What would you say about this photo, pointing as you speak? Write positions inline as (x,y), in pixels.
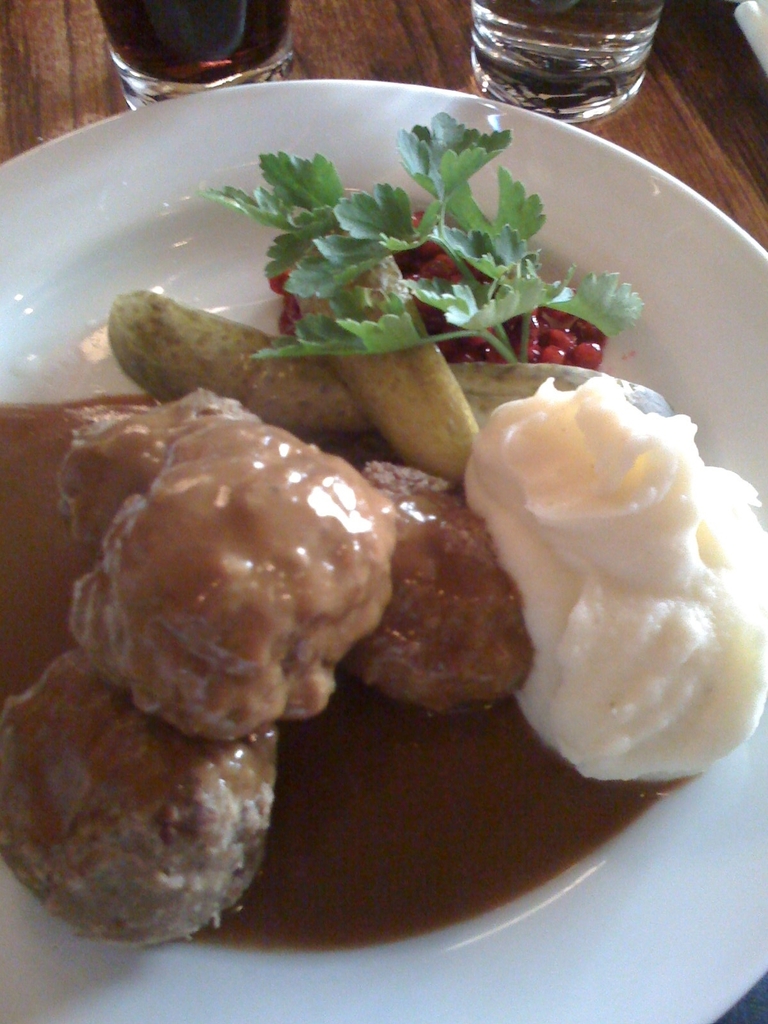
In this image we can see a plate (739,309) with a food item (472,535) and to the side, we can see two glasses (569,65) which are placed on a table (658,67).
